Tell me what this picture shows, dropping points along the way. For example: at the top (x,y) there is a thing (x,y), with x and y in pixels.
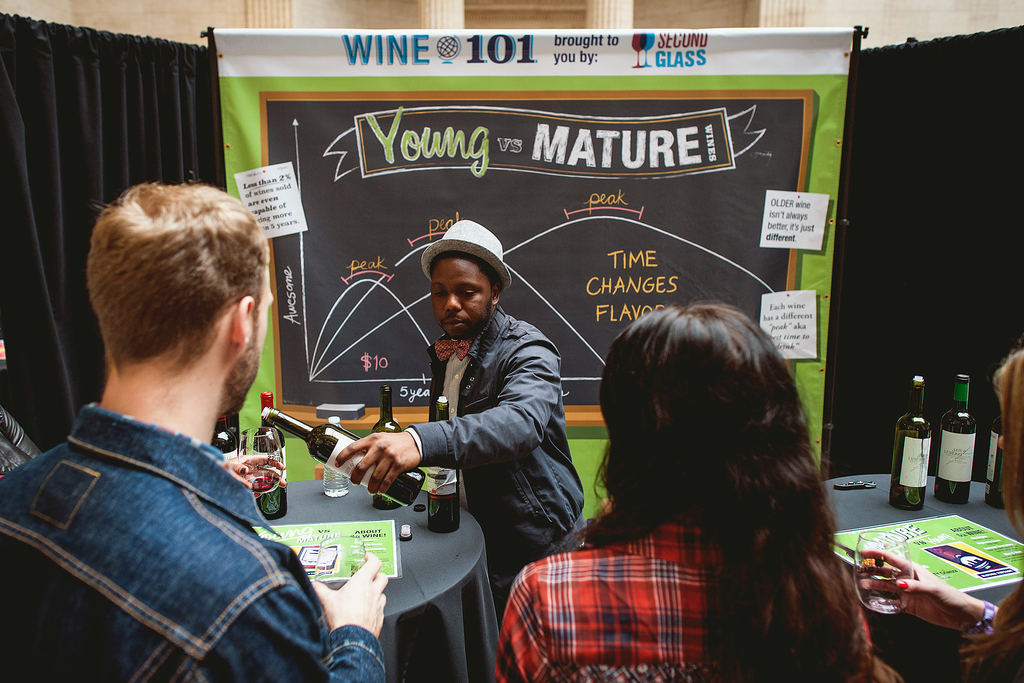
In this image we can see this people (23,568) are holding glass (331,550) in their hands (360,585) while this person (472,479) is holding a bottle (389,490). There are many bottles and card (373,535) on the table (472,563). In the background (566,142) we can see a banner (511,162) and curtains (984,172).
